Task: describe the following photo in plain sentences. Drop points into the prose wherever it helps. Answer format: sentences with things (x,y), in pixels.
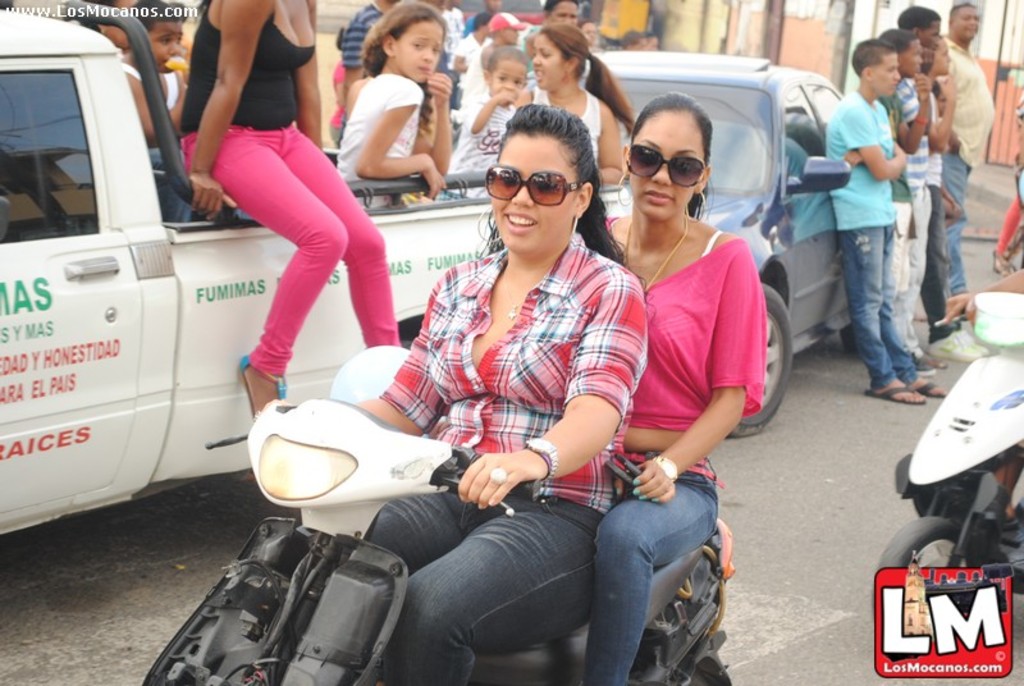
Here we can see two women (475,350) on the bike (225,663). They have goggles (653,163). There is a car (759,80) and here we can see some persons (897,345) are standing on the road (815,509). This is a vehicle (113,249). On the vehicle (158,227) there are some persons (316,133).
